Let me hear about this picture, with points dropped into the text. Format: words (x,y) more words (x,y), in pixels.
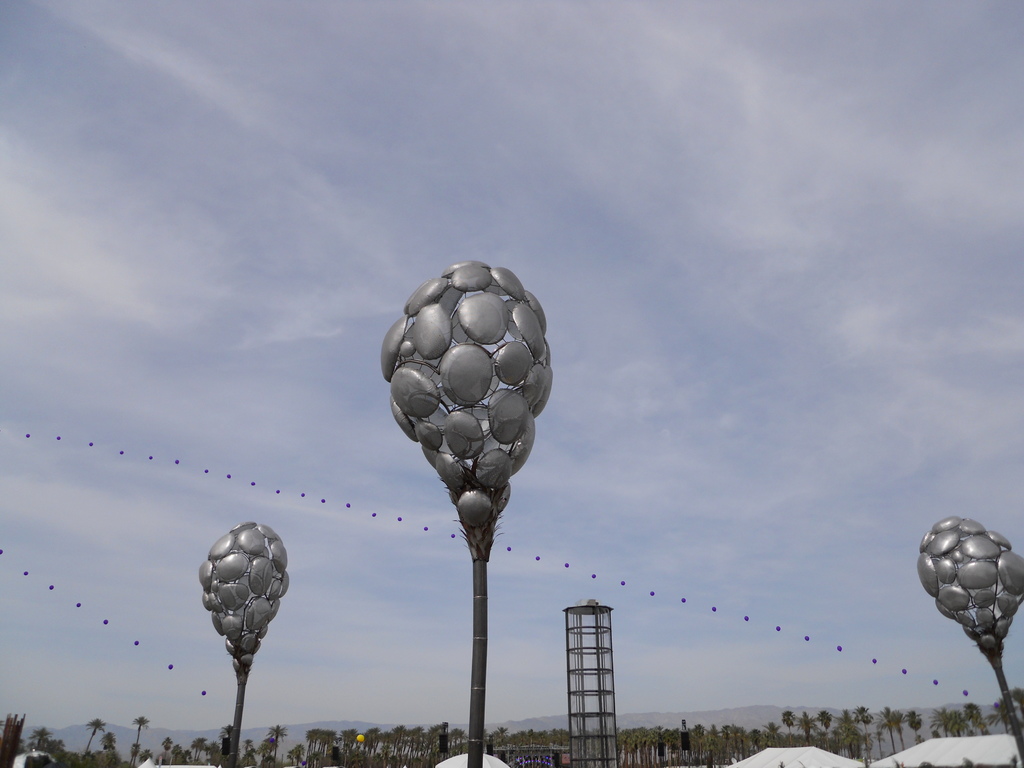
This picture is clicked outside. In the foreground (576,704) we can see the tents (1005,762) and some metal objects (474,440) and we can see the metal rods (601,653). In the background (634,717) we can see the trees (554,739), hills (286,727), sky (641,351) and the balloons like objects (937,683) in the sky (180,538).
